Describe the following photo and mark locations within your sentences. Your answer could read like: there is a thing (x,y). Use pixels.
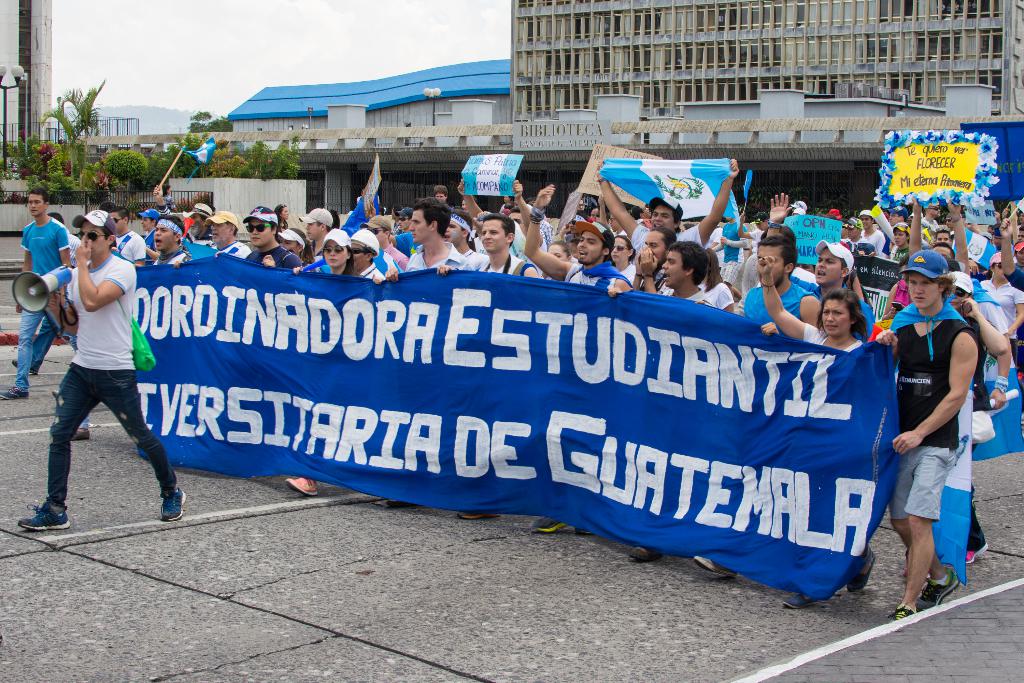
In this image I can see there are crowd of people (440,268) visible and in the foreground (161,307) I can see a person (97,291) holding a mike (54,278) on the left side (24,284) and I can see a blue color cloth (623,365) holding by persons (961,389) on the cloth (287,341) I can see text (524,356), at the top (242,130) I can see buildings (872,67) and trees (77,150) and bushes (8,158) and the sky (70,75).
